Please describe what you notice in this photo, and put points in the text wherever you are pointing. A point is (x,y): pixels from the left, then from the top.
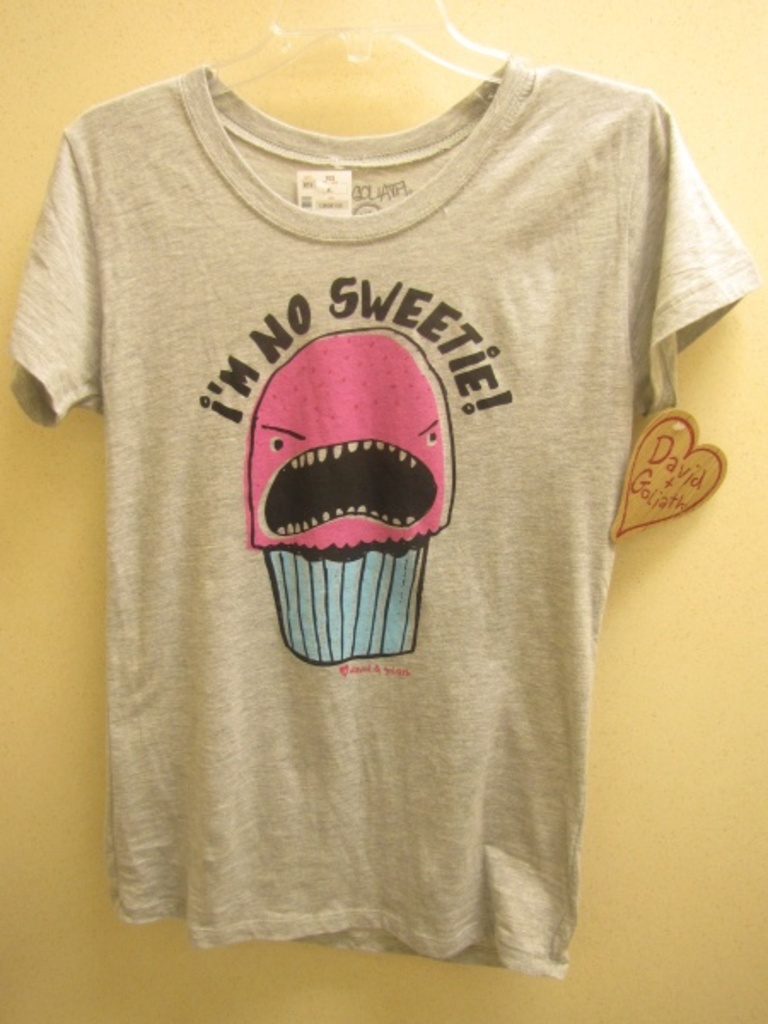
In this image I can see the shirt (322,316) hanged to the wall (310,76). The shirt (147,150) is in ash color. On the shirt (175,514) there is a text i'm no sweetie is written on that. And the wall (623,730) is in yellow color.
